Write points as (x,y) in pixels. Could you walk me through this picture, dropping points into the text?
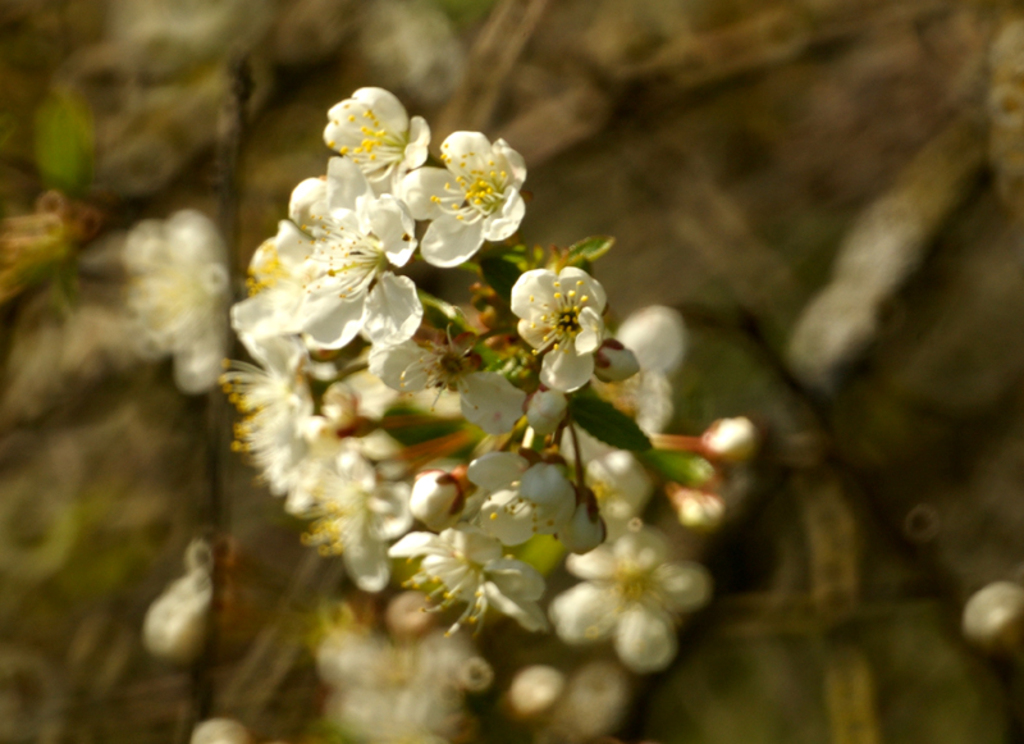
In this image, we can see some flowers (518,466) and the background (620,194) is blurred.
